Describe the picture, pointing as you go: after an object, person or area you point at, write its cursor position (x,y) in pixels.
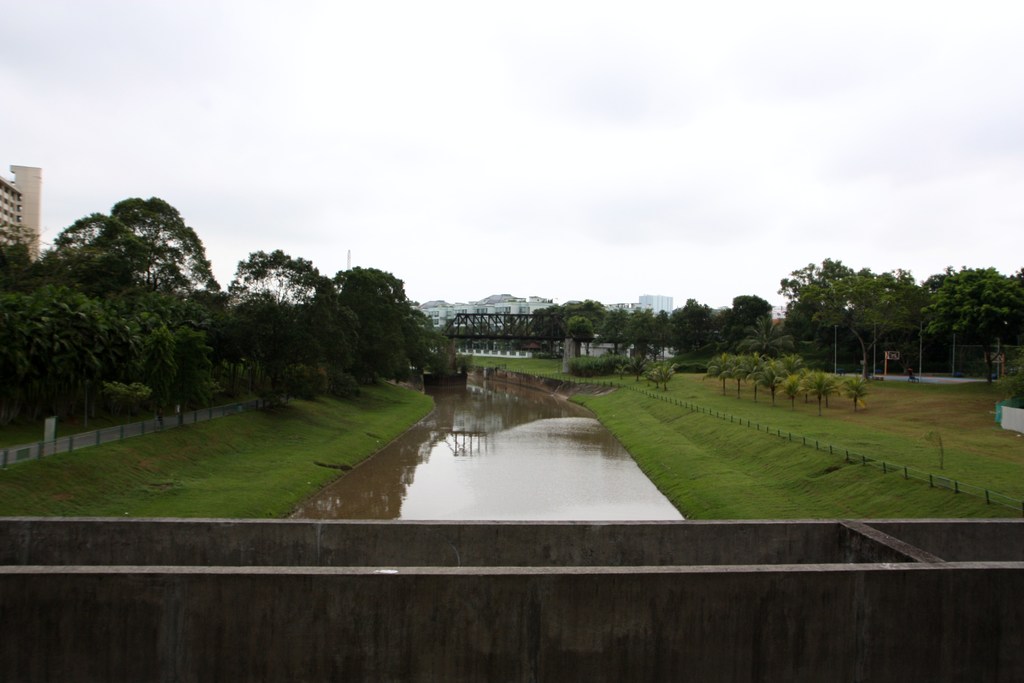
In this image I can see in the middle (484,444) it looks like a canal (470,438). There are trees (261,355) on either side of this image, at the back side (537,301) there are buildings (547,299), at the top (603,83) it is the cloudy sky (596,113). At the bottom (22,667) it looks like a concrete structure (443,611).
